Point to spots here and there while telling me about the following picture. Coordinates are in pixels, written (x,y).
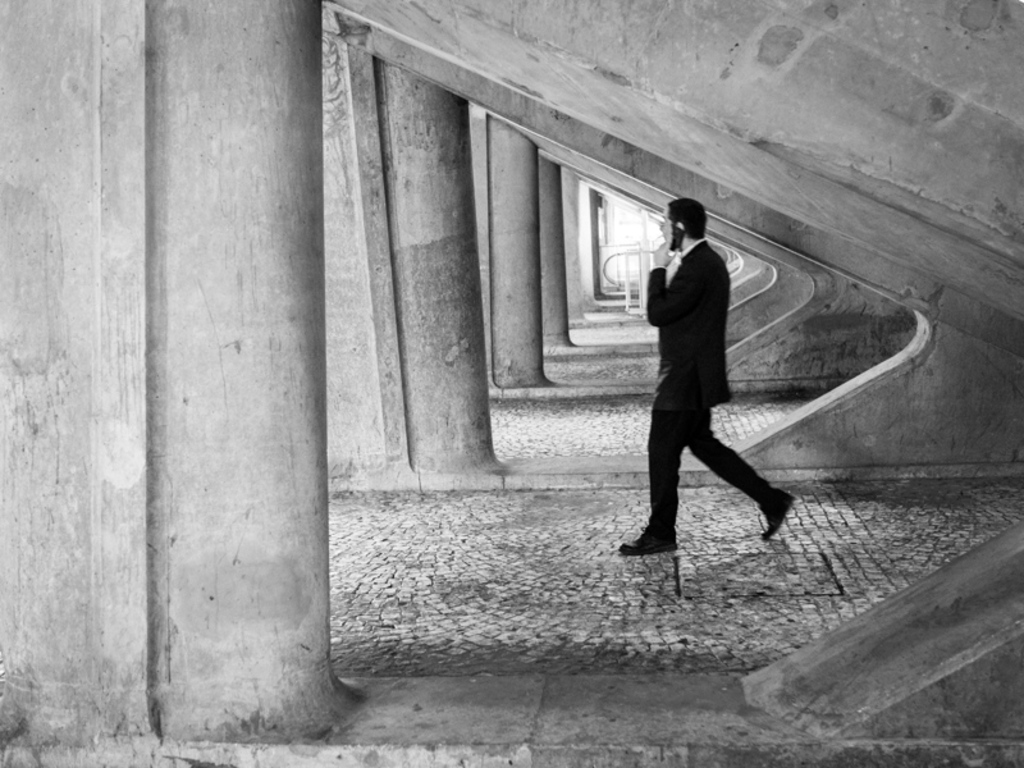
In this black and white image there is a man (654,454) holding a phone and pillars (566,328) in the foreground (189,619).
